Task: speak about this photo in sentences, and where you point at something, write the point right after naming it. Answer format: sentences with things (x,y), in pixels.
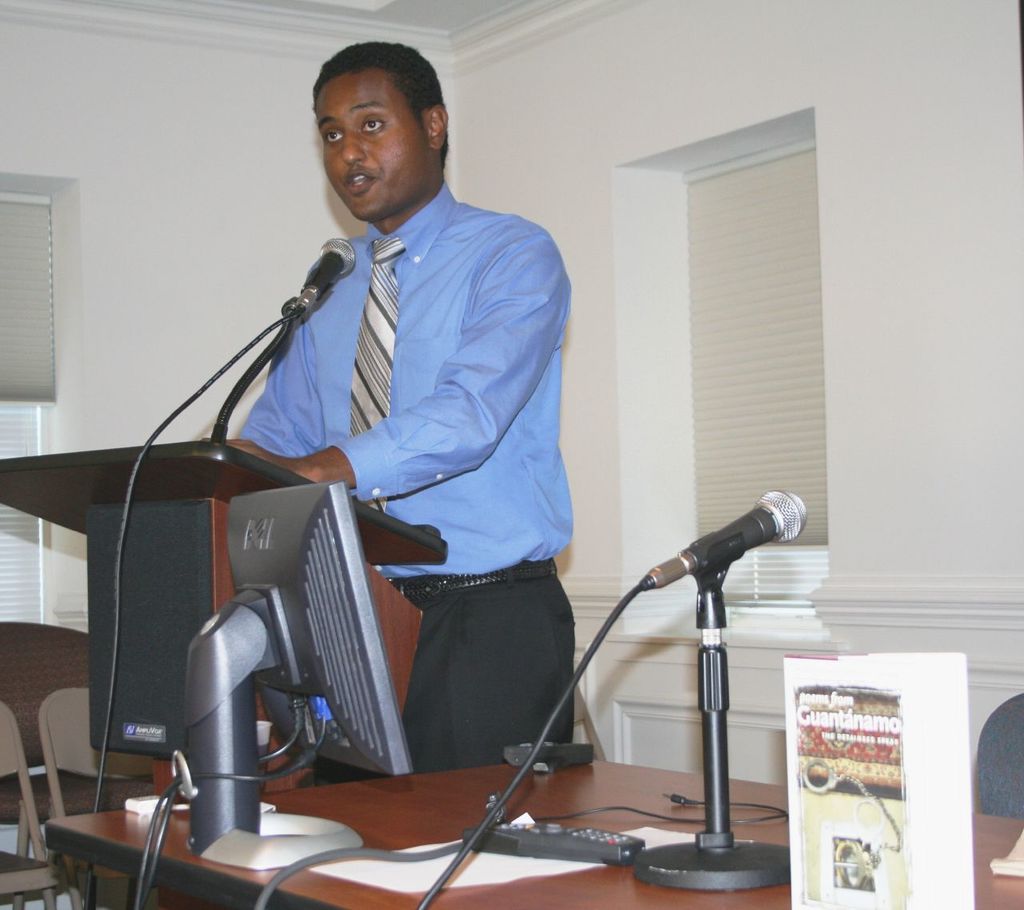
On the table (306,895) there is a monitor (395,752), remote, microphone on a stand (699,589) and an object (849,733). In the background (346,398) there is a man (340,464) standing at the podium (247,478) and talking on a mike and we can also see wall (160,342), chairs (38,681) and windows (13,202).
